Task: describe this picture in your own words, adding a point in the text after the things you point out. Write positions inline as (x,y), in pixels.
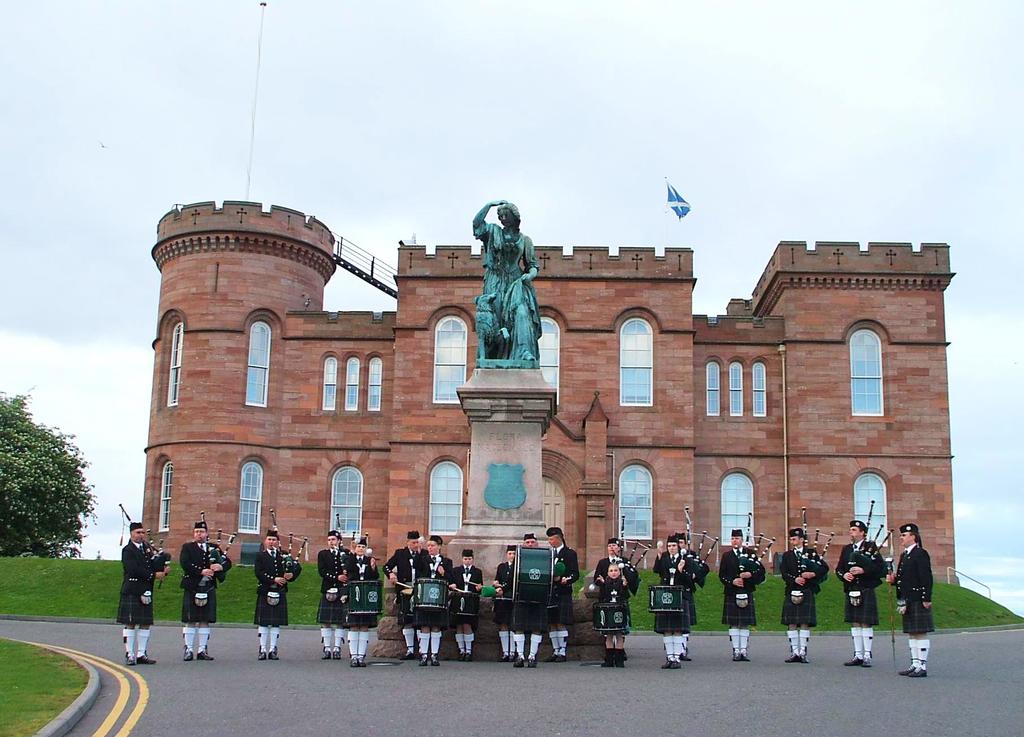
This is a building (334,430) with the windows (360,486) and a door (550,498). Here is a flag (667,202) hanging to a pole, which is at the top of the building (647,265). I can see a sculpture (482,314) on the pillar (475,468). There is a band of musicians (506,565) standing and playing the musical instruments (399,590). On the left side of the image (62,495), I can see a tree (51,491). This is a grass (54,678). Here is the sky (120,135).
